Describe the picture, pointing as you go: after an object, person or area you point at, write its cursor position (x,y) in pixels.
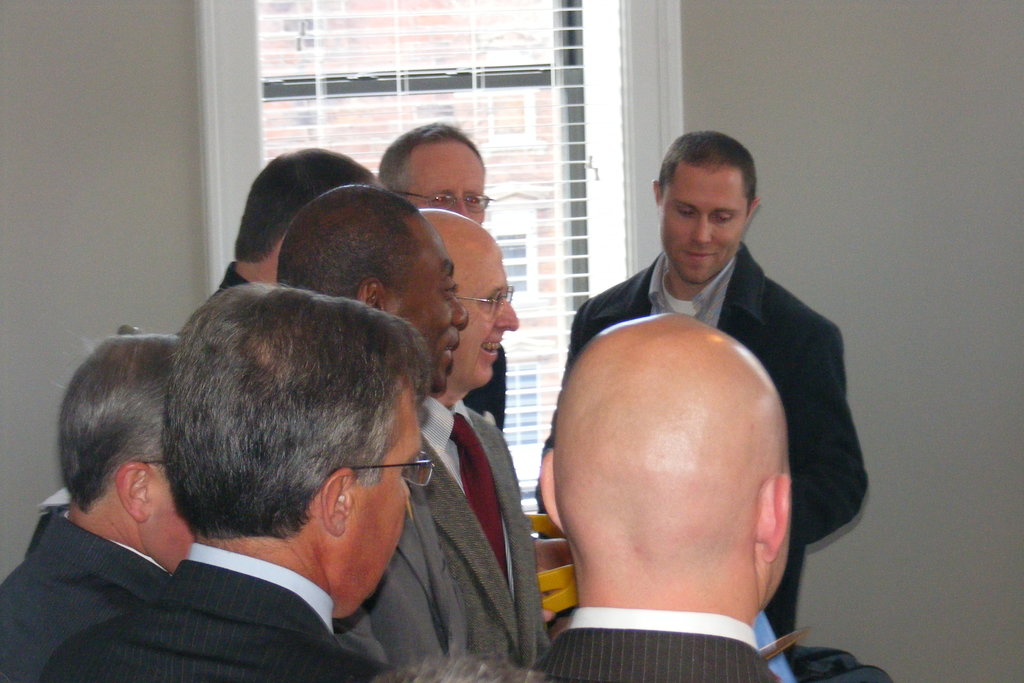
In this image there are people (356,374). Middle of the image (471,316) there is a person (464,509) wearing a blazer (474,536), tie (489,496), spectacles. Background (72,284) there is a wall (938,199) having a window (370,143). From the window (531,152) a building (510,191) is visible.
